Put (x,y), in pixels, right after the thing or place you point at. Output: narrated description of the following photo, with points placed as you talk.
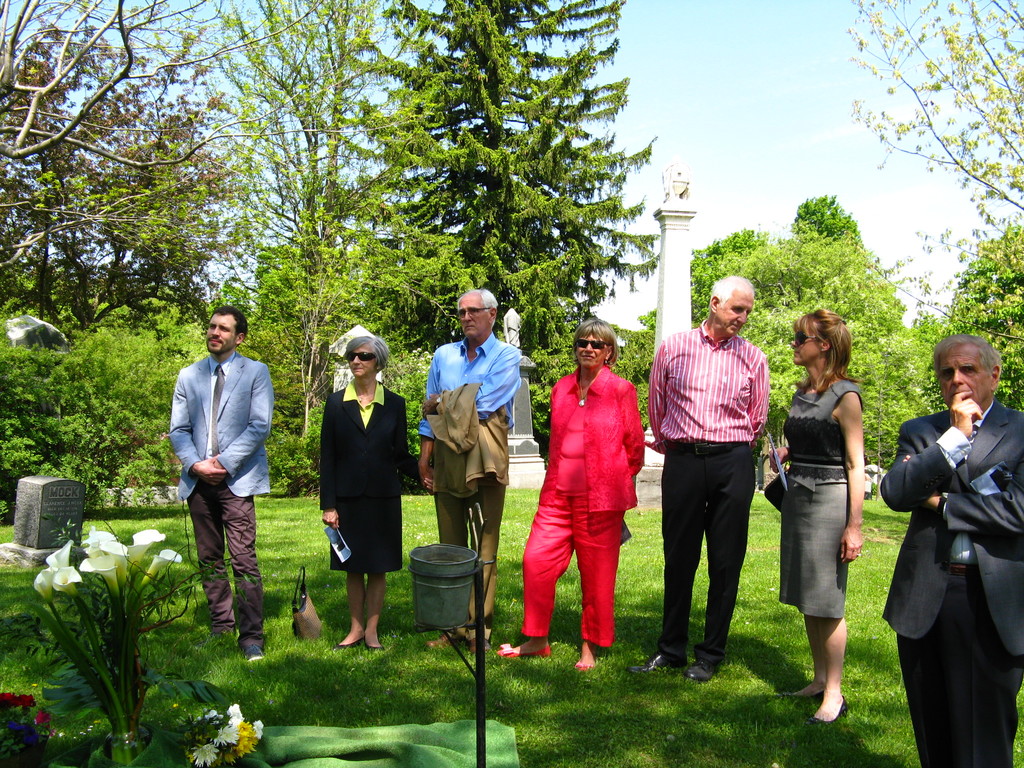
In this image we can see a group of people (692,372) standing, a few among them are holding objects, on the bottom left corner of the image (65,579) there are flowers (97,568), a stone (52,526) with some text (76,509) and an object (455,730), behind them there are trees (493,190), plants (396,338) and sculptures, in the background (663,61) there are clouds (680,152) in the sky (671,143).
